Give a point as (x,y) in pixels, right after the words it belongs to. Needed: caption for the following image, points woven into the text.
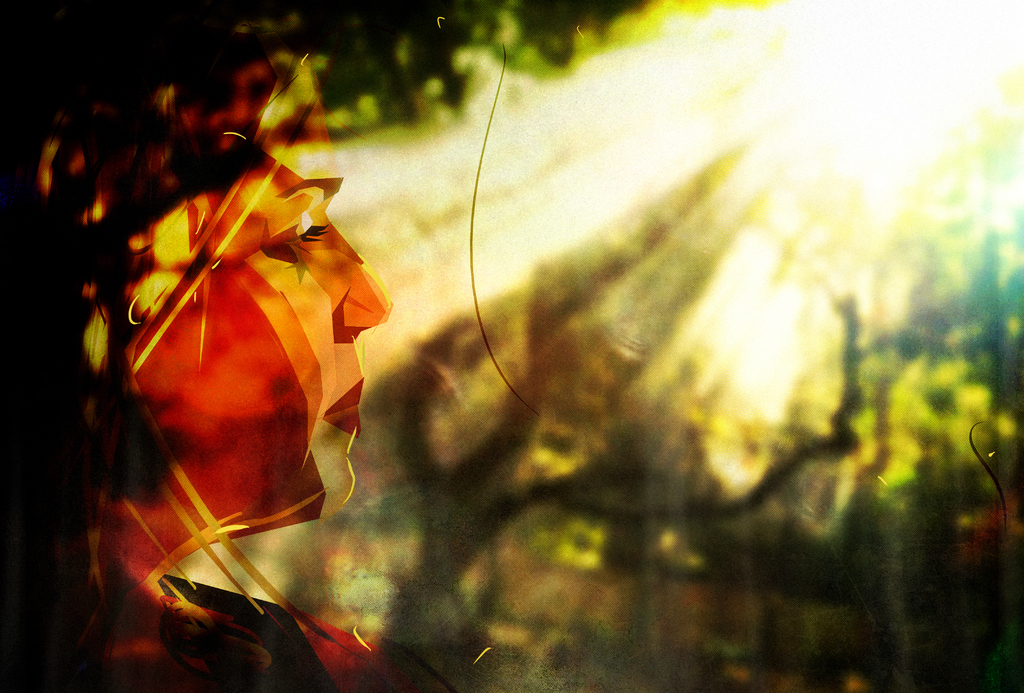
In this picture there is a portrait (345,274) of a lady (345,274) on the left side of the image (248,95) and there is greenery (547,311) on the right side of the image (832,390).
